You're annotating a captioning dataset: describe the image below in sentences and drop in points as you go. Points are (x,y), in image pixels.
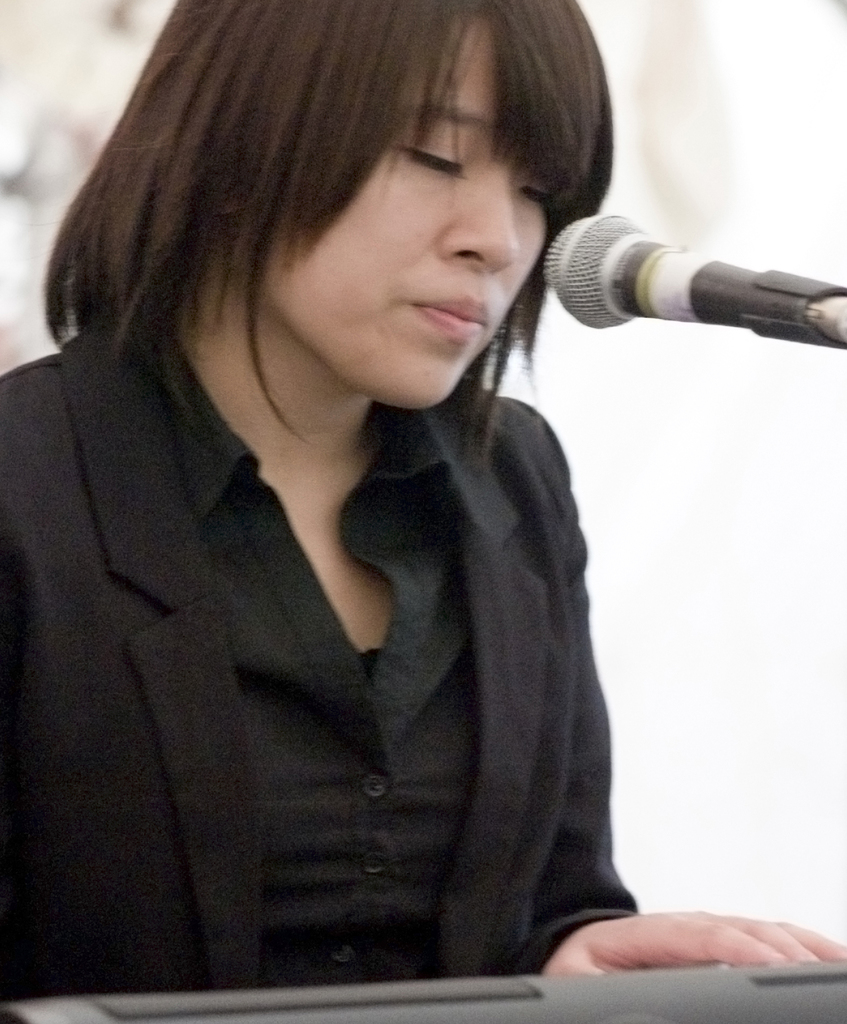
In this image we can see a lady (373,822) wearing a black color dress (305,604). There is a mic (830,322). The background of the image (809,65) is white in color.
